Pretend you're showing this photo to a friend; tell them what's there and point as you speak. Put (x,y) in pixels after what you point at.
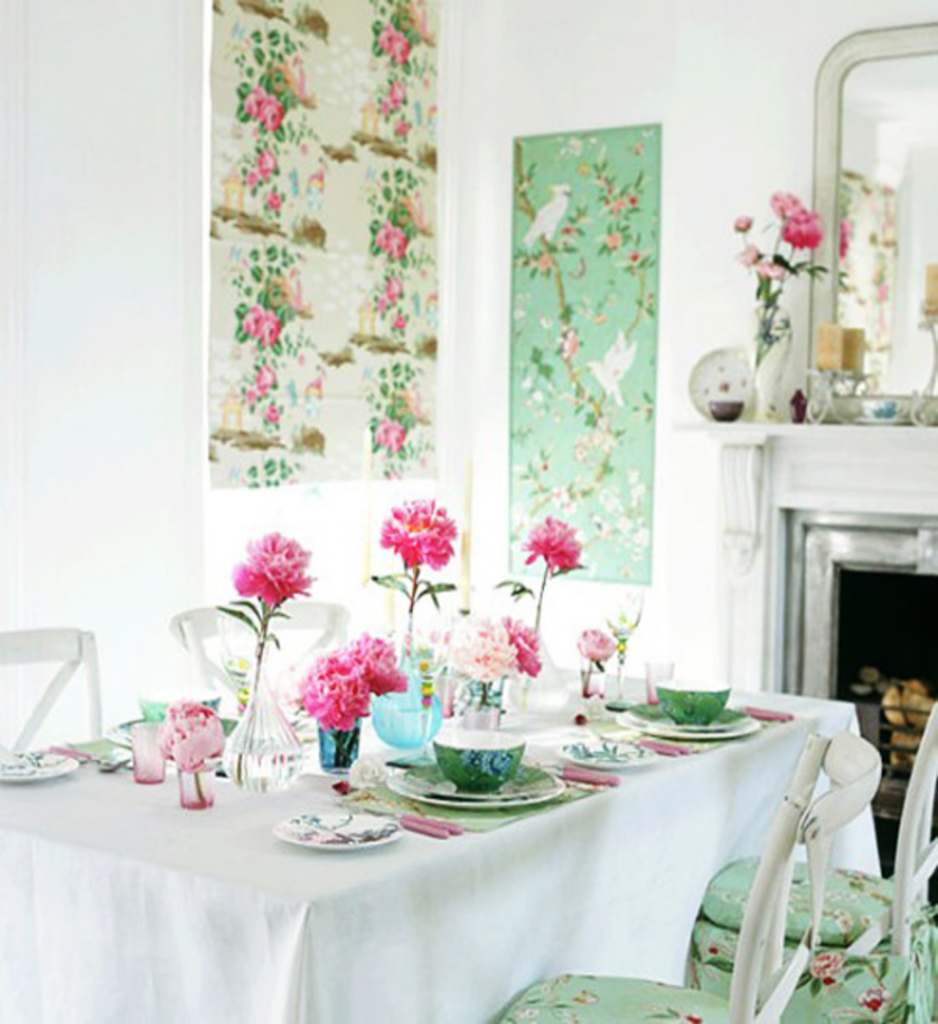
The photo is inside a room (434,492). There is a table (476,847) around that there are chairs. On the table (316,910) there are pots (254,699) with flower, plates (444,787), bowls (459,767) and spoons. On the wall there are paintings (569,274). On the top right (912,341) there is a fireplace (903,497) and a mirror (905,310) is on top of it along with some other stuffs (784,326).
